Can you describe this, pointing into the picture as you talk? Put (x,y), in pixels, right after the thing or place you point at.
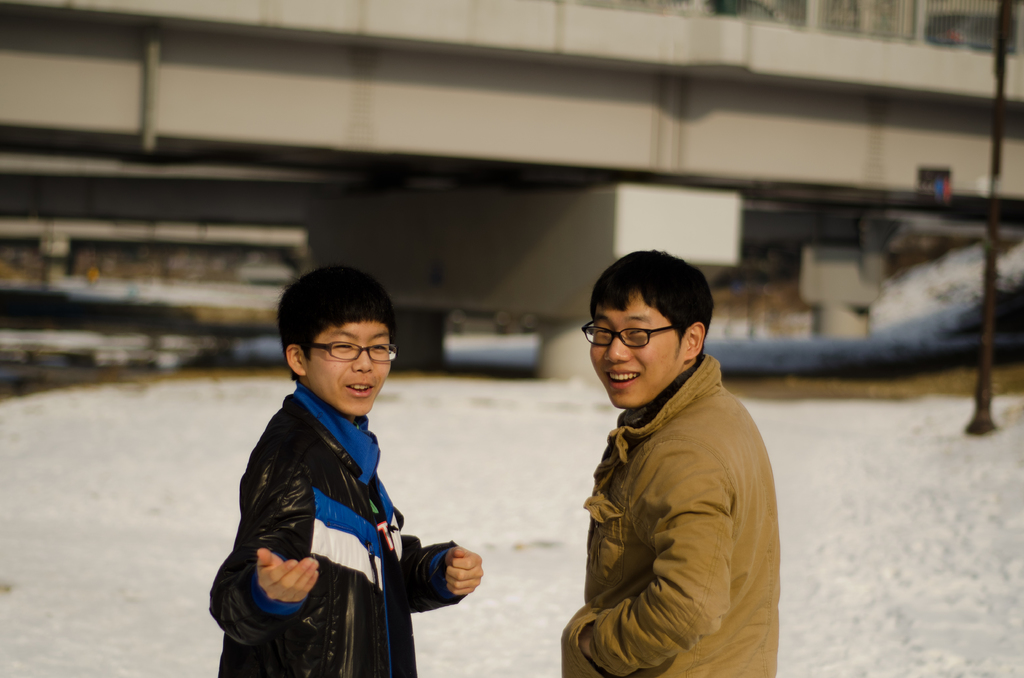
In the image there are two men (617,564) in the foreground (283,527) and the background of the men (426,555) is blur.
